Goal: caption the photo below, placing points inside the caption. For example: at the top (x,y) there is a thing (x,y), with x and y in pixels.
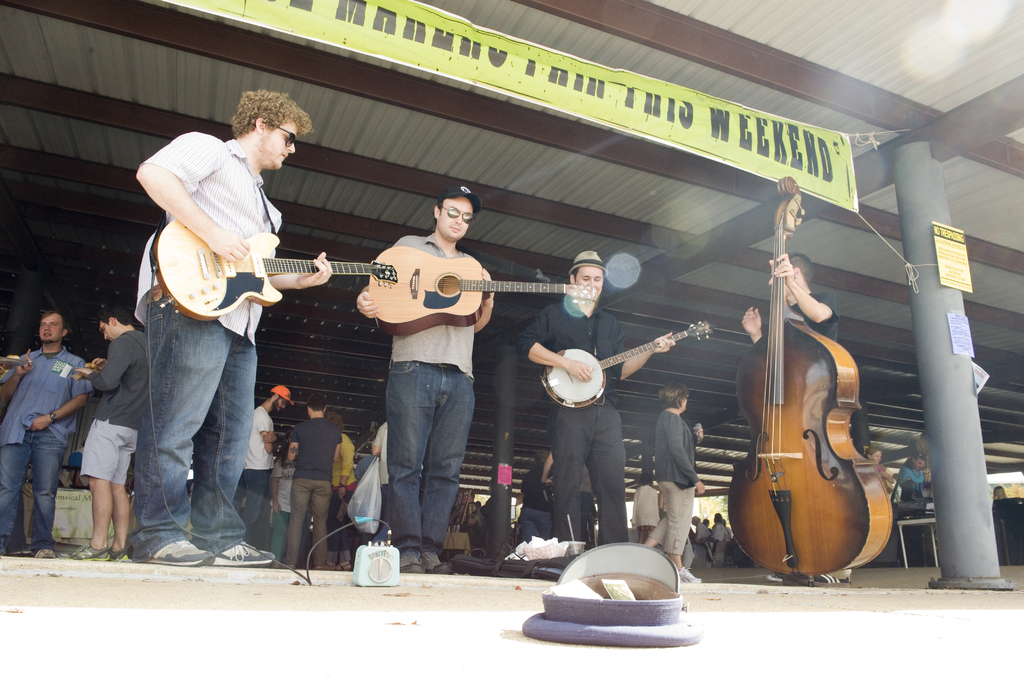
In this image I see 4 men (183,398) who are standing and holding the musical instruments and there is a banner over here. In the background (6,430) I see lot of people (22,368) who are on the path (22,579).
